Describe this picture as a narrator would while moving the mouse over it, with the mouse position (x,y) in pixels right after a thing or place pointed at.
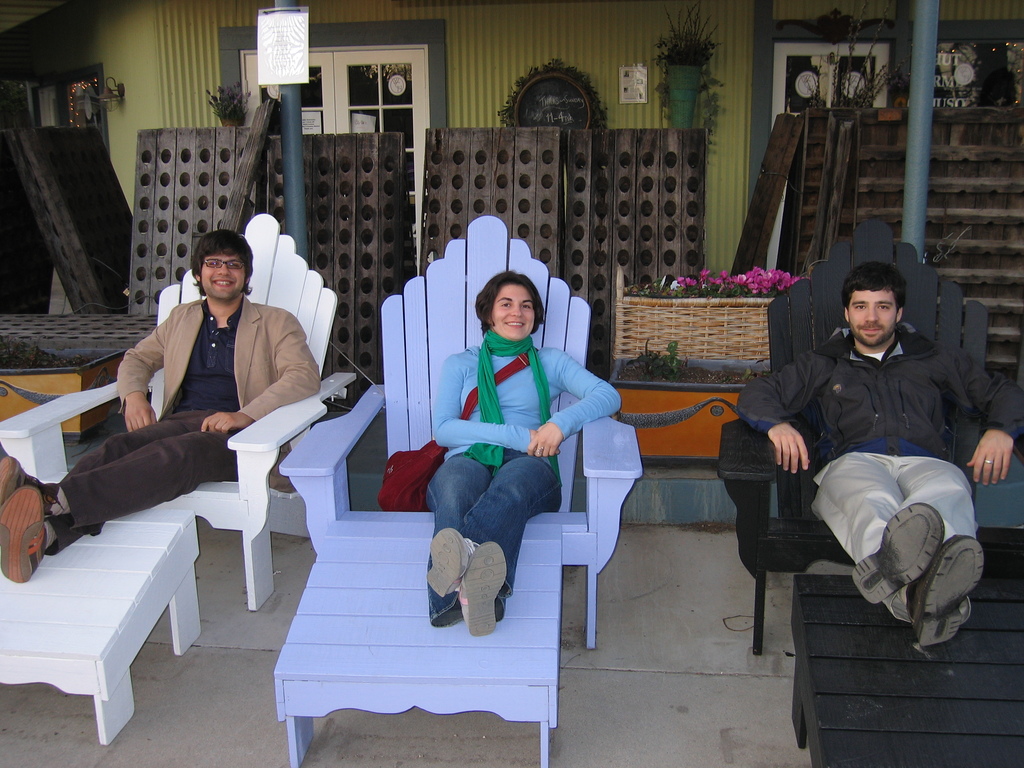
In this picture we can see two men (900,349) and a woman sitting on chairs (469,302) and smiling and in the background (151,88) we can see poles (290,3), wall (191,16), windows (356,78).
